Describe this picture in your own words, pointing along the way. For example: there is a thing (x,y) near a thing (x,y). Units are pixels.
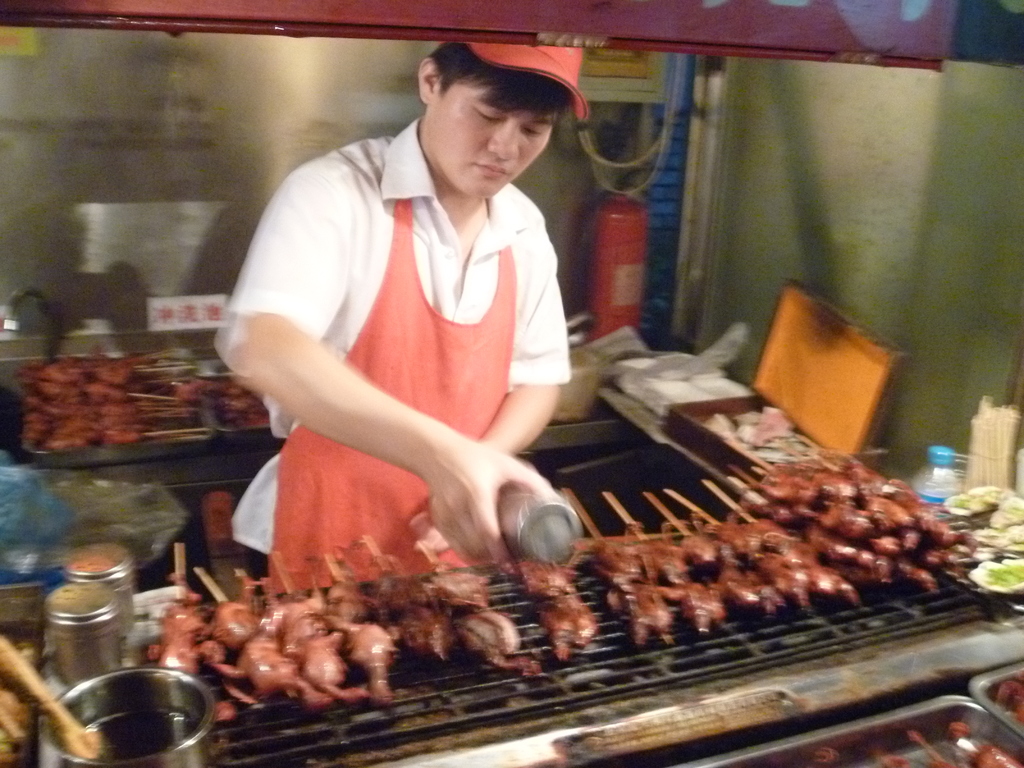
In the foreground (432,213) I can see a person (474,341) is holding an object (547,523) in hand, bottles (61,608), oil (173,735), vegetables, trays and meat sticks (644,599) on a grill (627,679). In the background (959,276) I can see a wall (863,117), fire extinguisher (643,227) and so on. This image is taken may be in a room (717,437).
